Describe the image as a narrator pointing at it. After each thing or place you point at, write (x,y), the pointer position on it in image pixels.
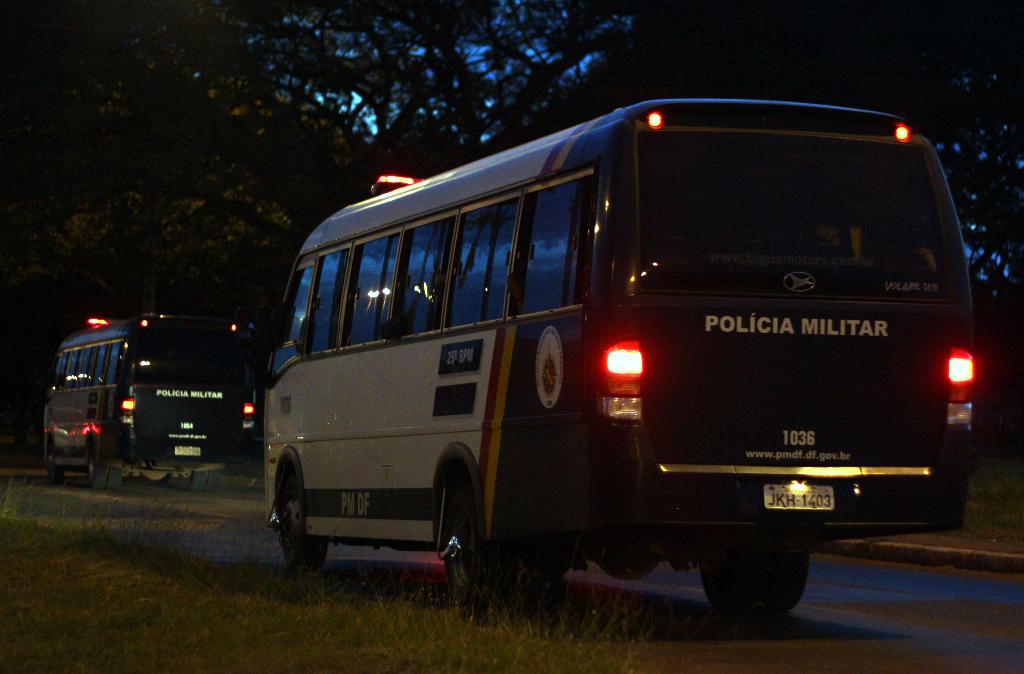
In this picture i can see two vehicles (451,416) on the road (241,499). In the background (204,200) i can see trees (255,123).
